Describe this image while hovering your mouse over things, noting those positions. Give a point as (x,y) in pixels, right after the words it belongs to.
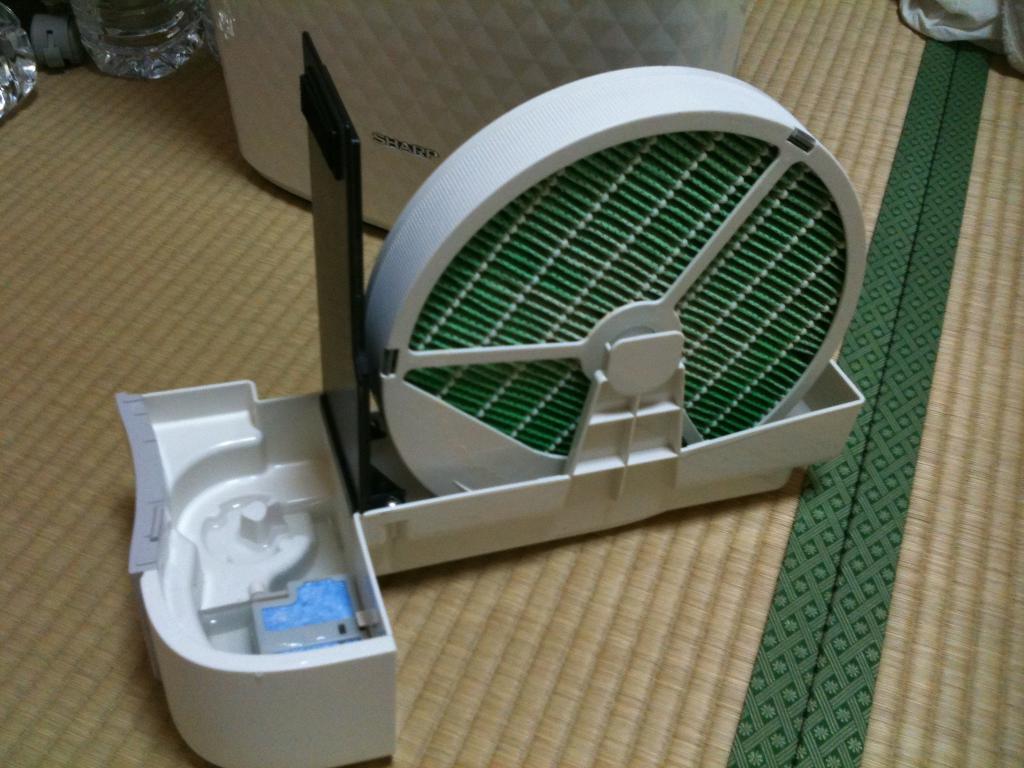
In this image I can see a machine (223,536) is placed on a mat (698,626). Behind this there is a box (560,62) and also I can see bottles (104,34) and some clothes (971,22).
